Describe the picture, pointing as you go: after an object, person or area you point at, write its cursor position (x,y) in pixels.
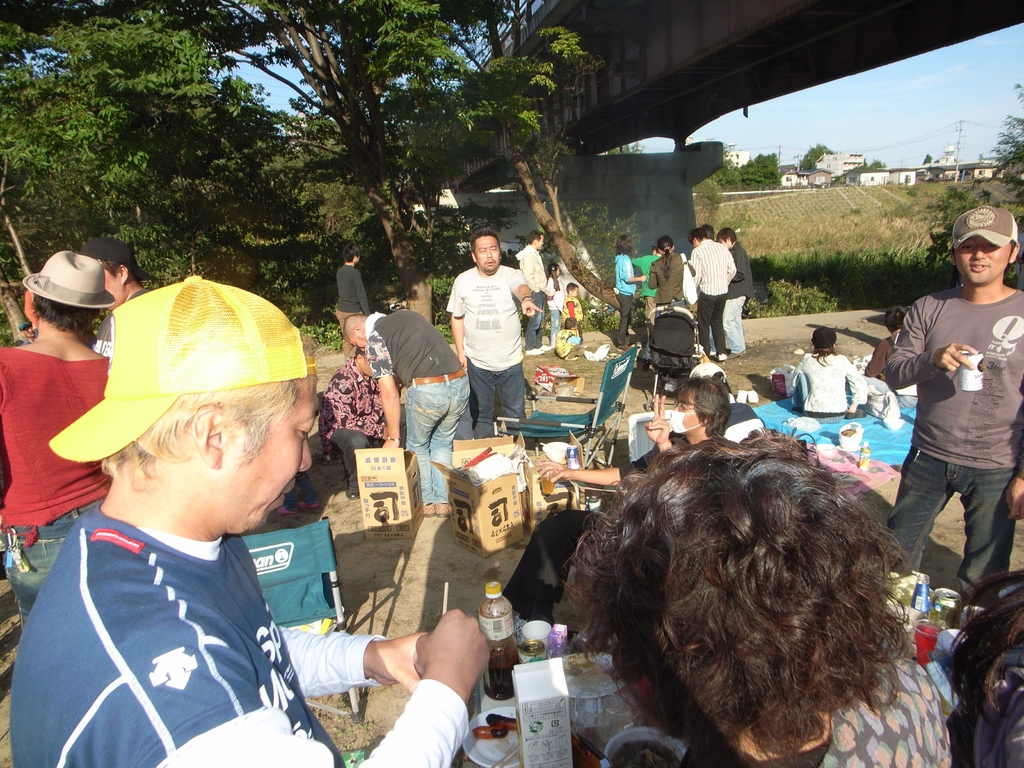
In this image I can see number of people (494,251) are standing and on the right side (699,439) I can see few are sitting. In the centre (367,482) I can see few chairs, few boxes (387,495) and many other things (688,336) on the ground (481,573). In the front (553,624) I can see a table (476,705) and on it I can see a bottle (504,605), a paper box (547,709) and few other things (645,758). In the background (732,161) I can see number of trees (52,22), few buildings (938,171) and the sky (832,133).
